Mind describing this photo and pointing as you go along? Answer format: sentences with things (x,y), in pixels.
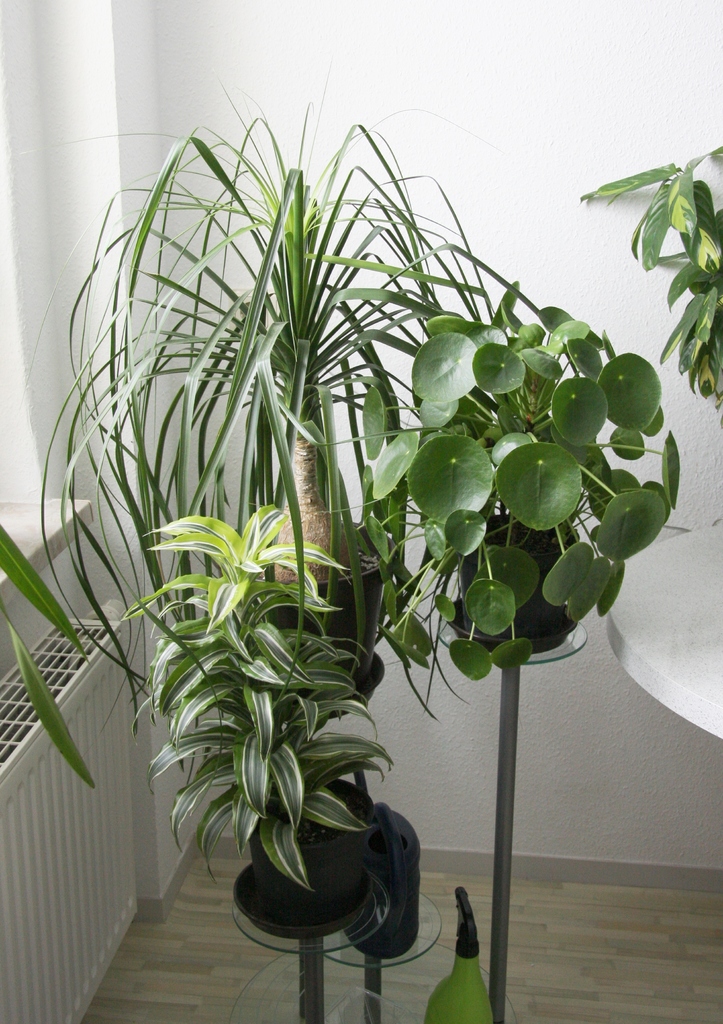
In the picture we can find a plant (471,618) in the house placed on the floor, beside to that there is a wall (433,737) and a window (0,344).
